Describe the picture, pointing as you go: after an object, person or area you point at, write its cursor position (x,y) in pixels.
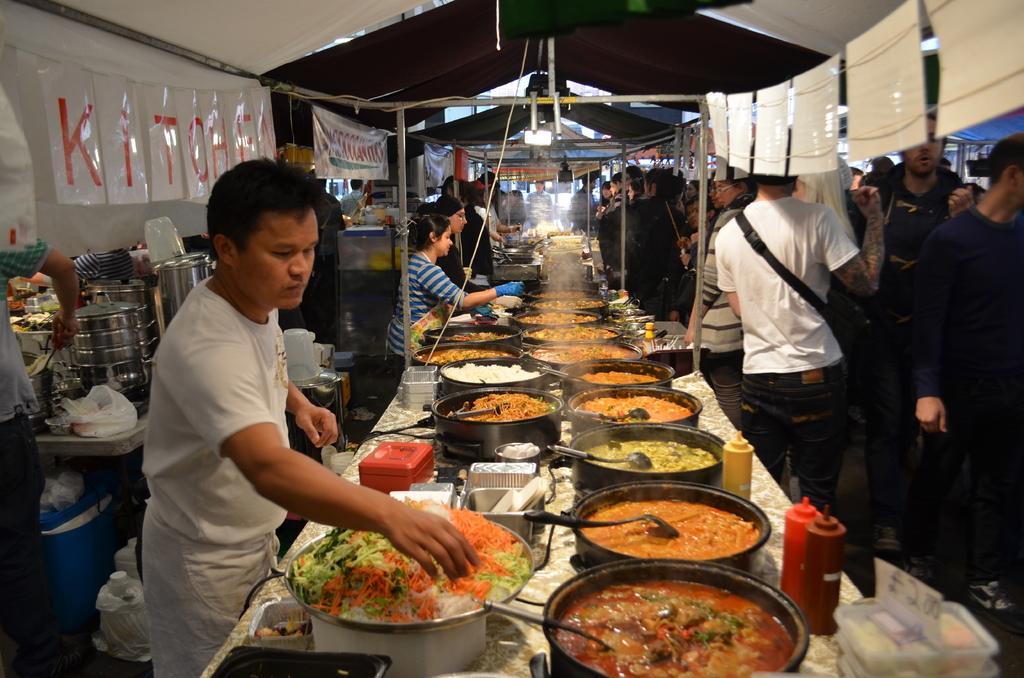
In this image there is a table (514,326), on that table (459,391) there are dishes (512,410) and people (506,283) are cooking some food items (343,560), at the top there is a roof (502,71).
